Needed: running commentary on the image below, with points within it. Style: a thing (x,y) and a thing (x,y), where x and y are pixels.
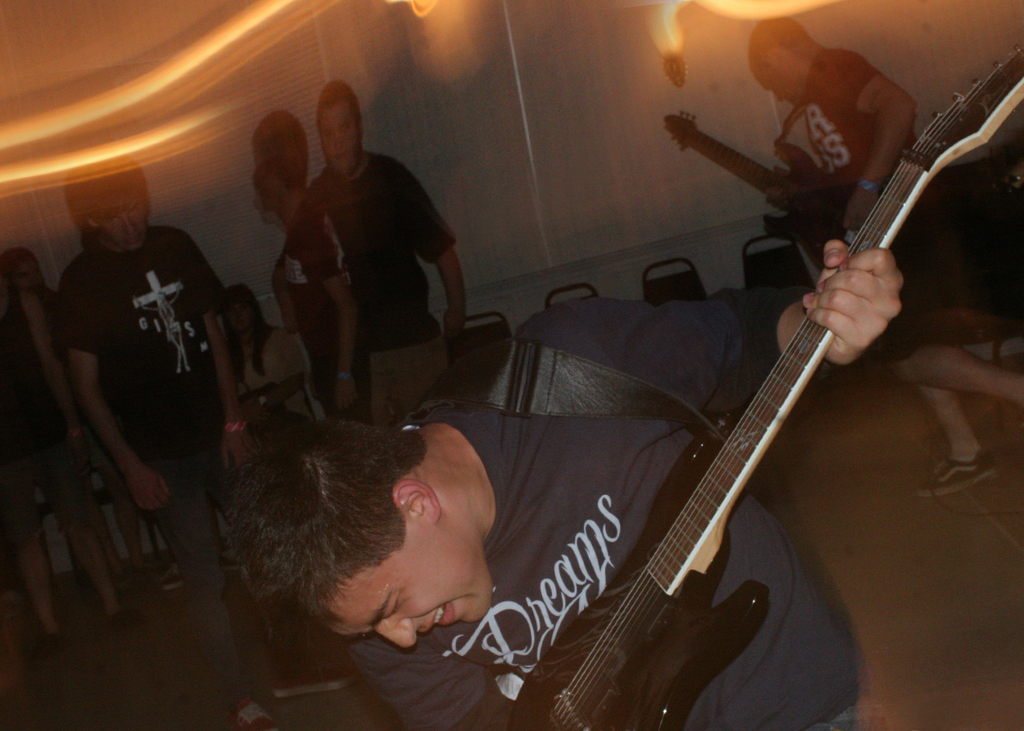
Few persons (375,326) are standing and this person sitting on the chair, These two persons (574,346) are holding guitar (718,460). On the background (539,92) we can see wall (615,43), light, chairs (667,283). This is floor (914,644).
